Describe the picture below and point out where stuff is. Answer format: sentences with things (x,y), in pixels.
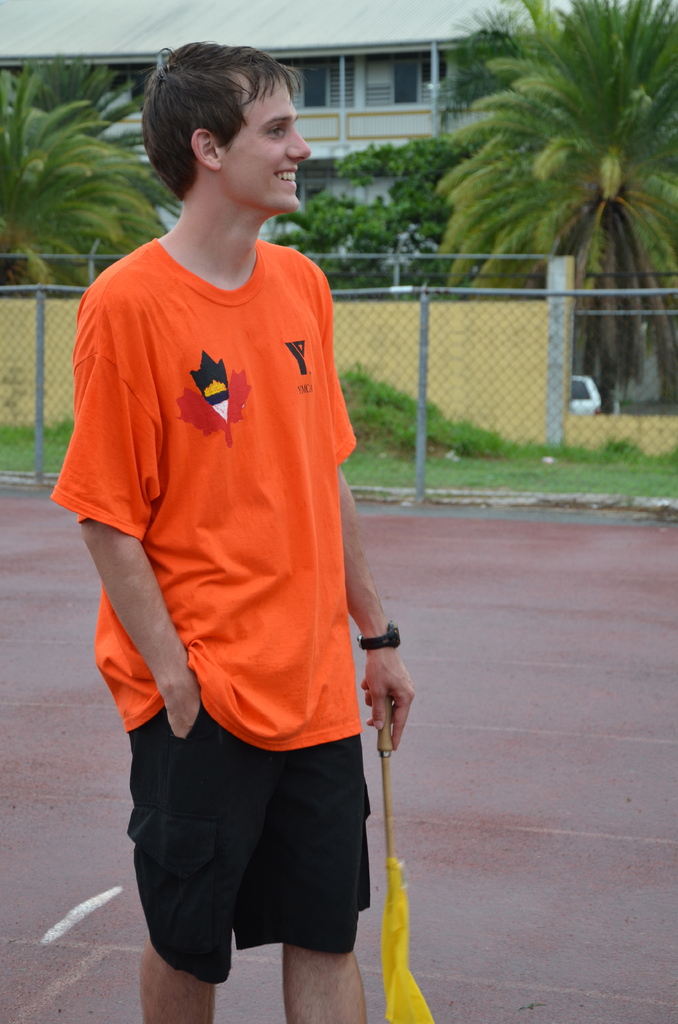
In this image we can see a person (304,779) wearing a T-shirt (342,706) holding a flag (396,999). In the background of the image (22,185) there is a house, trees (406,229), fencing (431,349). At the bottom of the image (524,906) there is floor (477,932).
